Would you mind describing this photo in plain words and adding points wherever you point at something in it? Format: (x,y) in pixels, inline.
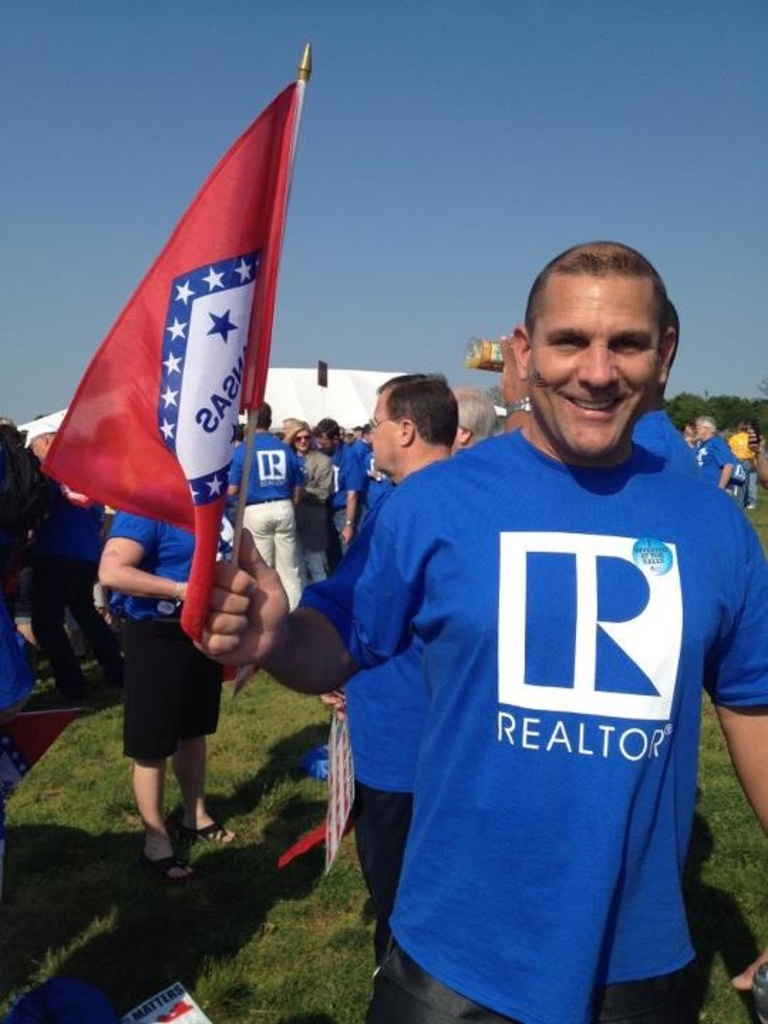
In the picture I can see this person (548,740) wearing blue color T-shirt (491,805) is holding red color flag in his hands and smiling. In the background (352,692), we can see many people (318,469) standing on the grass (91,811), we can see the white color tent (292,415), trees (707,402) and the blue color sky (488,88).
